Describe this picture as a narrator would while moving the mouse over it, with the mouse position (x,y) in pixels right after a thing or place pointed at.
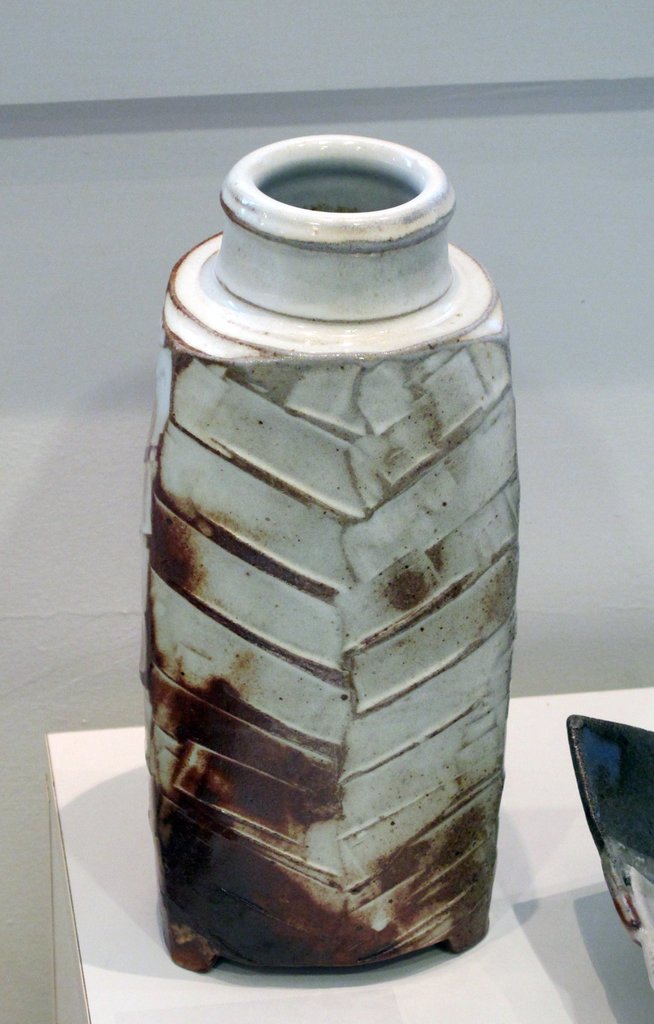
In the image there is a ceramic bottle (289,500) kept on a table (93,753).
